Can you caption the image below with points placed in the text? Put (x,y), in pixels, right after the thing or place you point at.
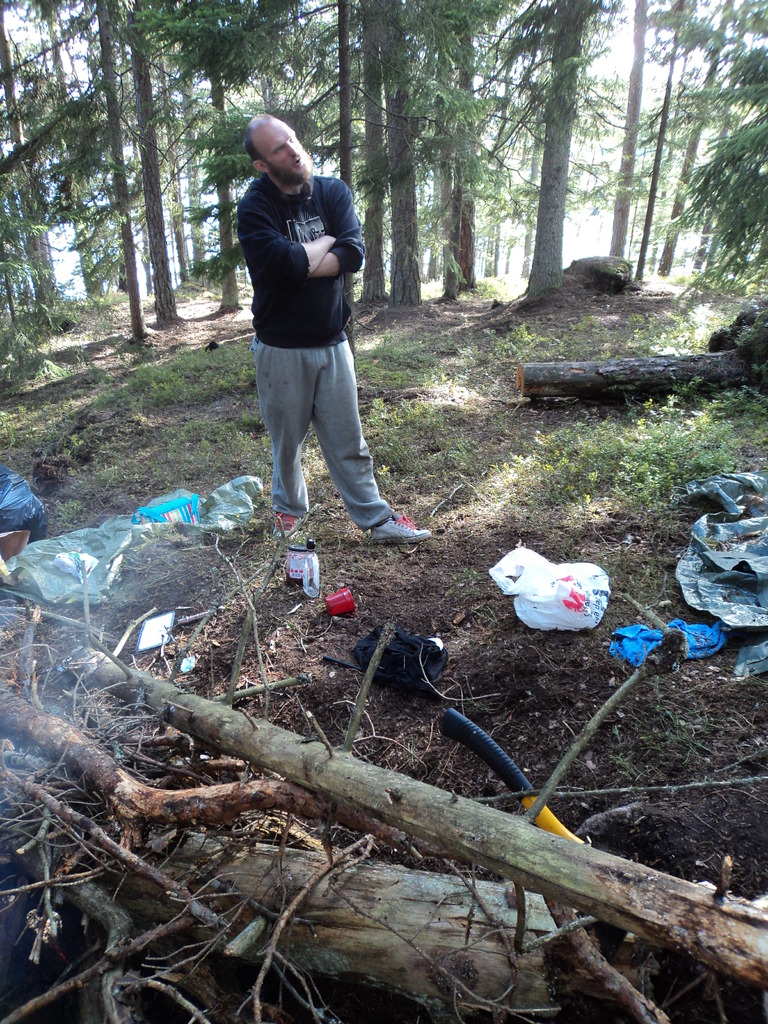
In this picture there is a man (303,312) standing and we can see wooden objects (316,771), cover (517,568), cloth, bag (370,643) and few objects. We can see grass (663,407) and trees (714,56). In the background of the image (622,43) we can see the sky (615,69).
